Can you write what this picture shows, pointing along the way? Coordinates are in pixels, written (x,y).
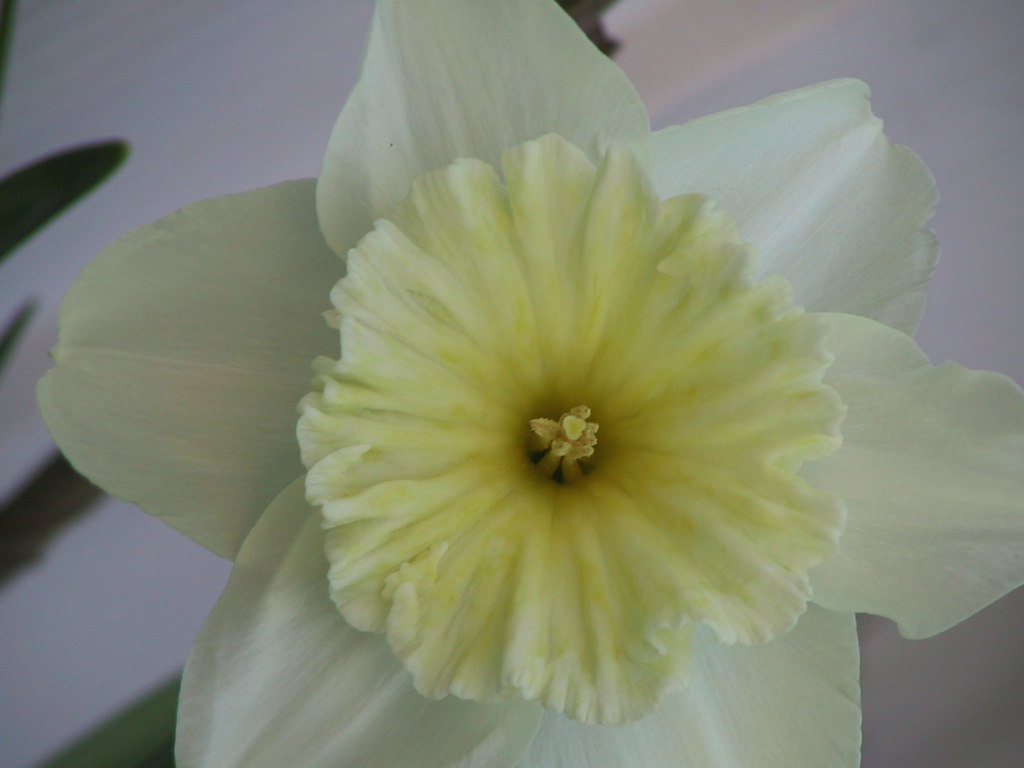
Here we can see a flower (861,368) and there is a white background (251,101).
